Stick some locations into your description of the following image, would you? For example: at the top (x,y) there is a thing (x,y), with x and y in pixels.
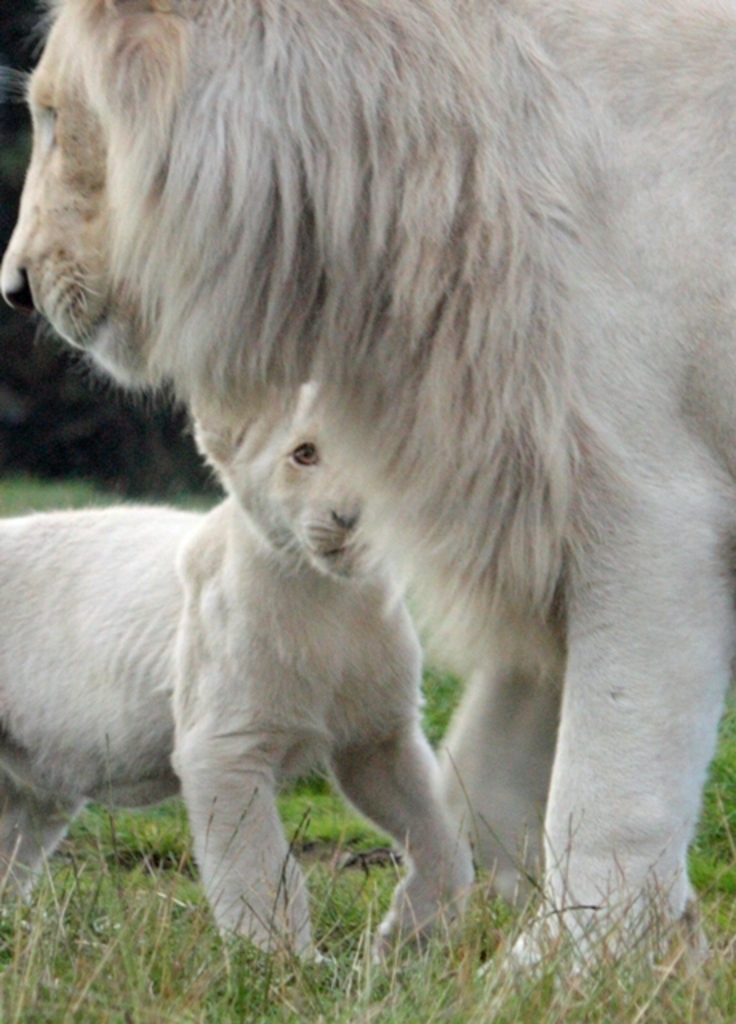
Here we can see a White lion (546,541) and white cub (308,591) on the grass (125,828).
